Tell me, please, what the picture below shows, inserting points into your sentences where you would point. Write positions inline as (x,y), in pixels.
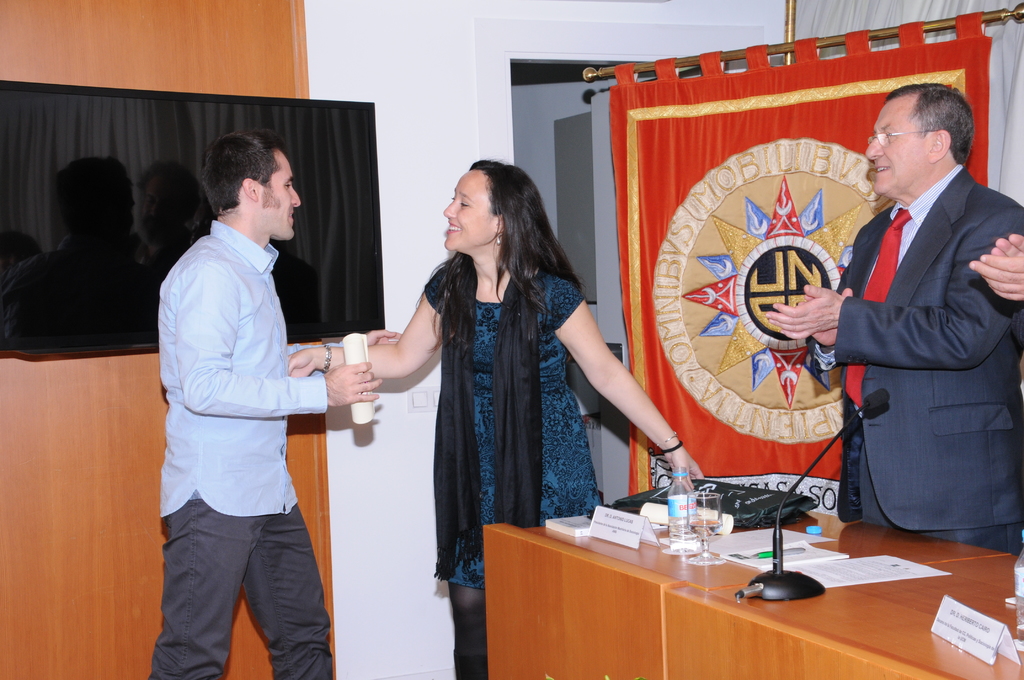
In this picture there are three people (442,333) and a guy (252,353) is shaking hand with a lady (446,305). In the background (640,158) we observe a red banner (654,158) and a black TV screen (333,175).
